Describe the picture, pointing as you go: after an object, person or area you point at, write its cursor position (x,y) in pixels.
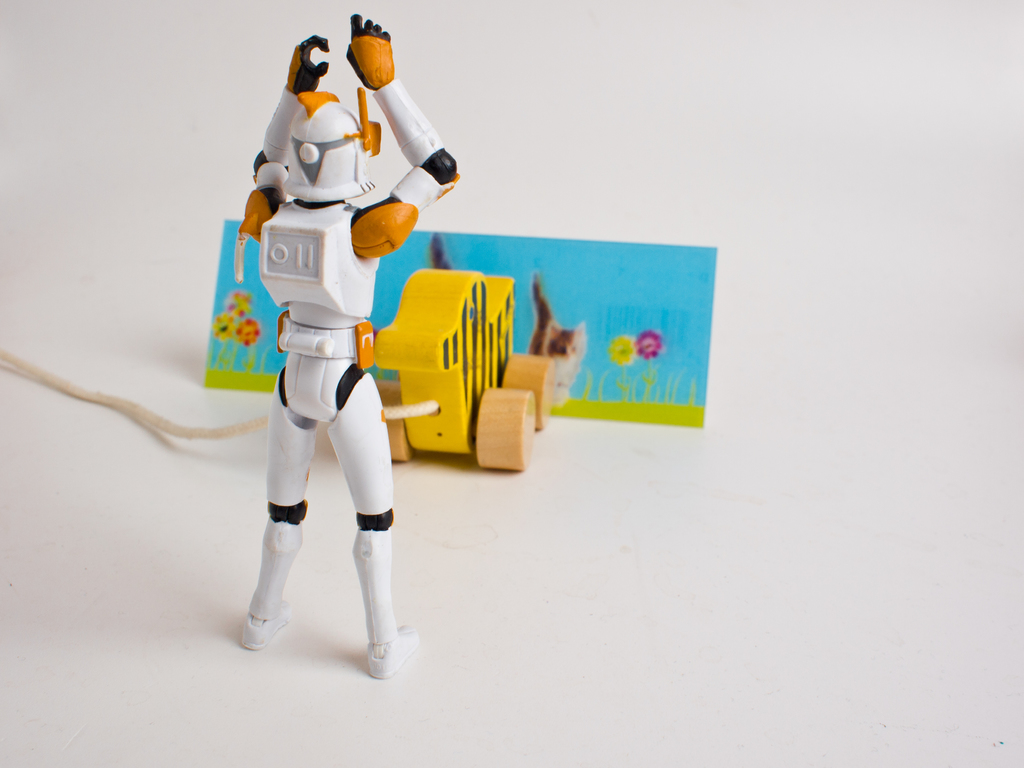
In this picture we can see toys (513,316), there is a white color background (851,264).
